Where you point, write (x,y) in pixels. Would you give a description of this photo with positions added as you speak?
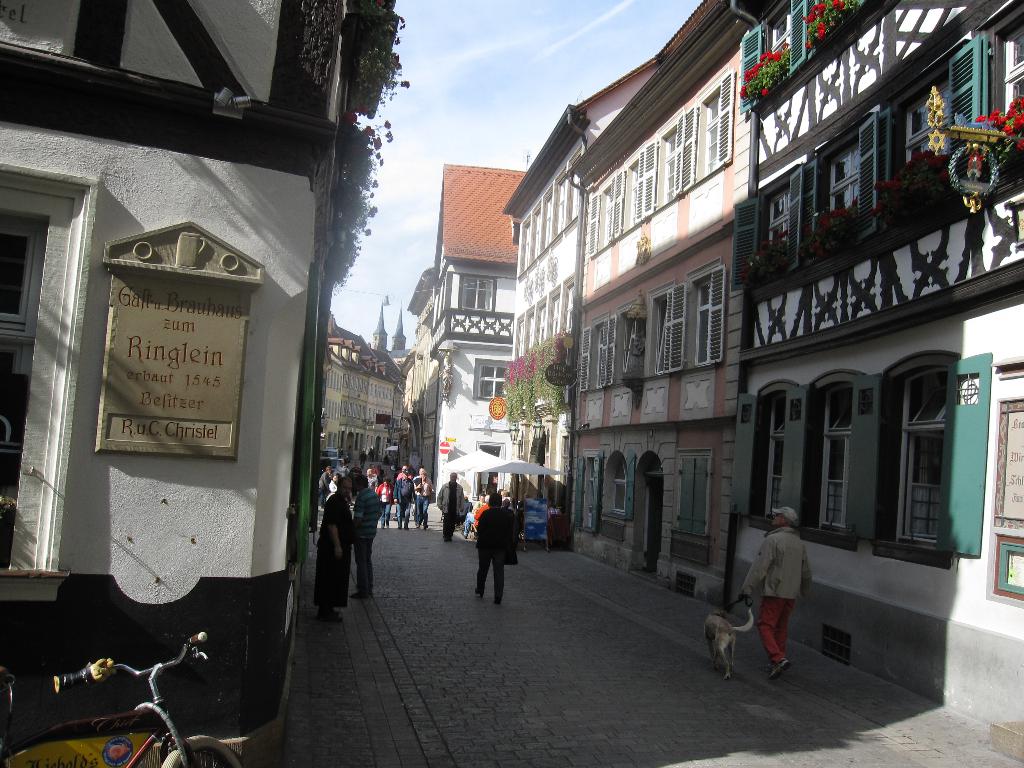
In this image I can see group of people (472,508), some are standing and some are walking. In front I can see the dog (731,638) in cream and white color and I can also see few buildings (729,359) in white and cream color, few flowers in red color, plants (371,185) in green color and the sky (477,97) is in white and blue color. In front I can see the bicycle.
